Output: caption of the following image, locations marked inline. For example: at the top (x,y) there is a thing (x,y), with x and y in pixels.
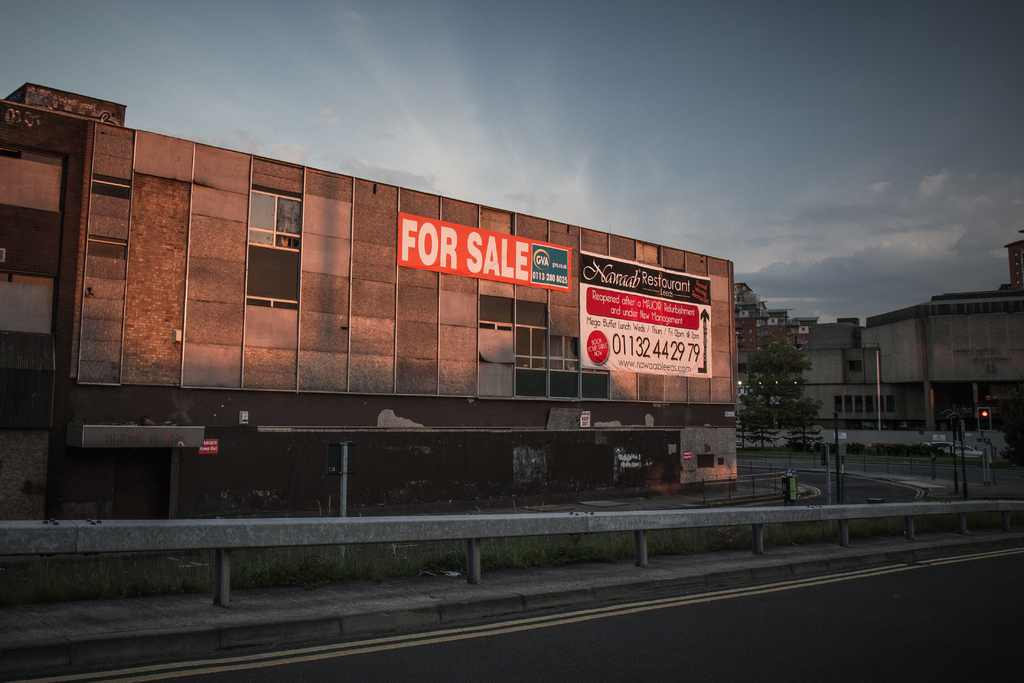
In this image there is a road (607,667). There is divider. There is grass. There are buildings (438,405). There are trees (797,418). There are vehicles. There is a sky (776,228).
